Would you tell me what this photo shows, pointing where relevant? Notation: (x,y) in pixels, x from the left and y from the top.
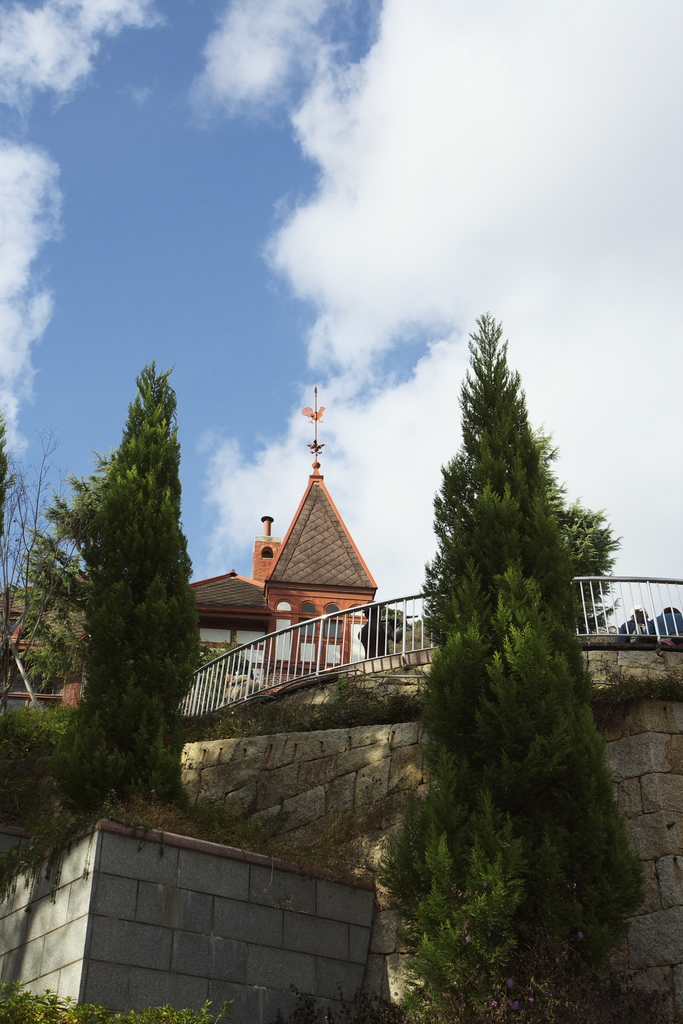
In this image in the center (331,602) there are some houses (225,610) and in the foreground (84,767) there are some trees (563,748), wall (140,928) and a fence (242,695). At the top of the image (324,229) there is sky (155,270).
